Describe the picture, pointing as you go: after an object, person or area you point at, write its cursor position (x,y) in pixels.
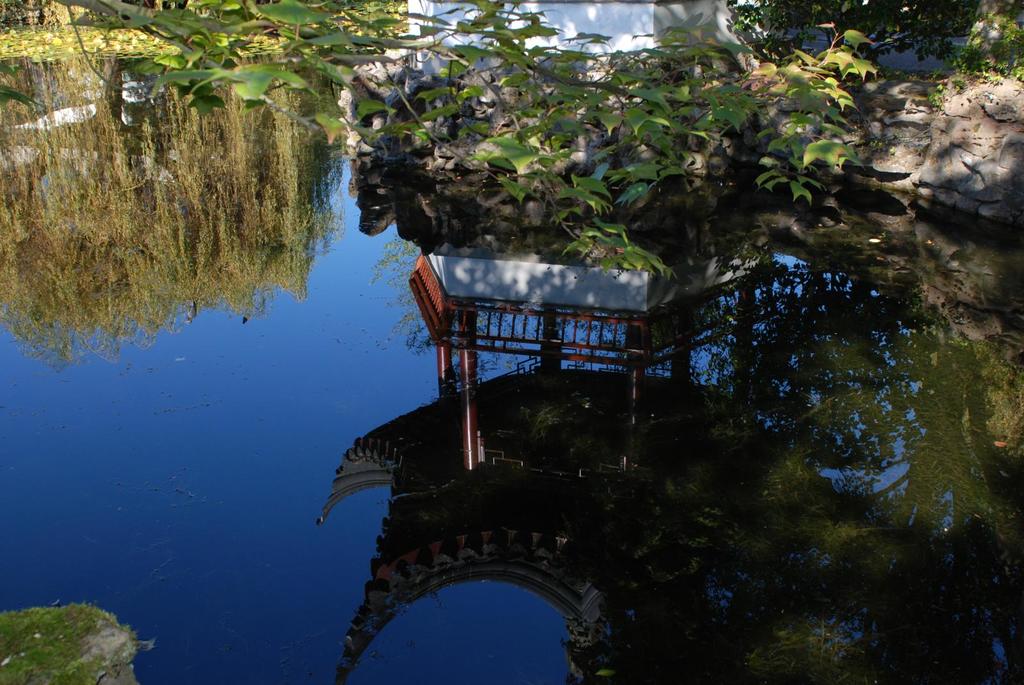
In this image we can see the metal object reflection (566,305) in the water (686,448), we can see the plants (208,48), stones (943,122).
